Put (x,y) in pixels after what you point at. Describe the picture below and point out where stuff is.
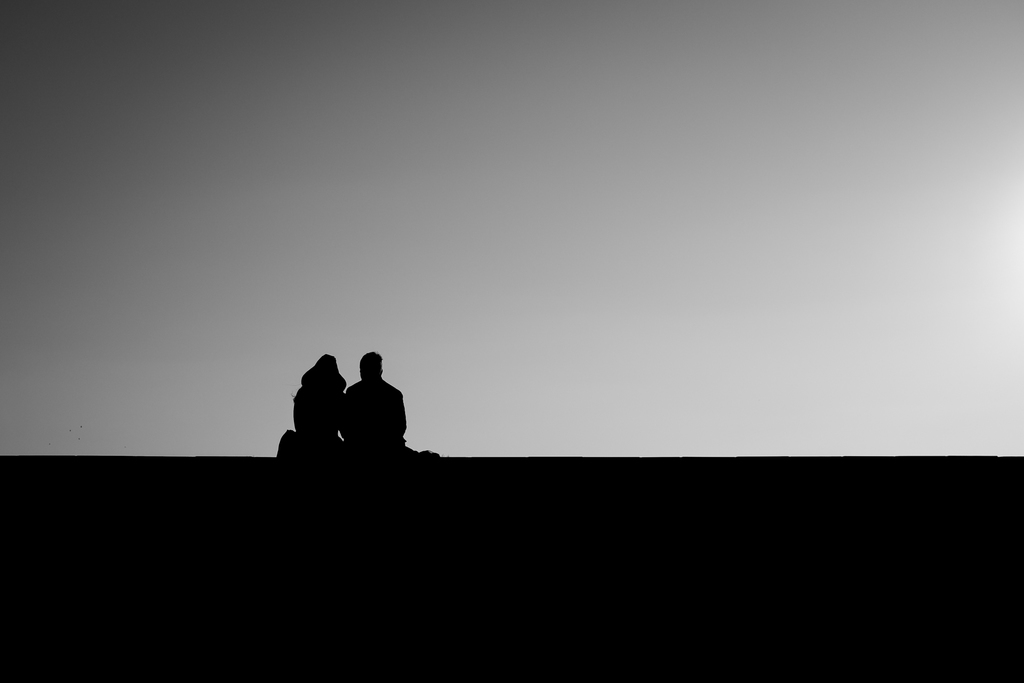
In this image we can see some man (355,397) and woman (325,435) sitting. In the background (575,226) there is a sky (630,181).
